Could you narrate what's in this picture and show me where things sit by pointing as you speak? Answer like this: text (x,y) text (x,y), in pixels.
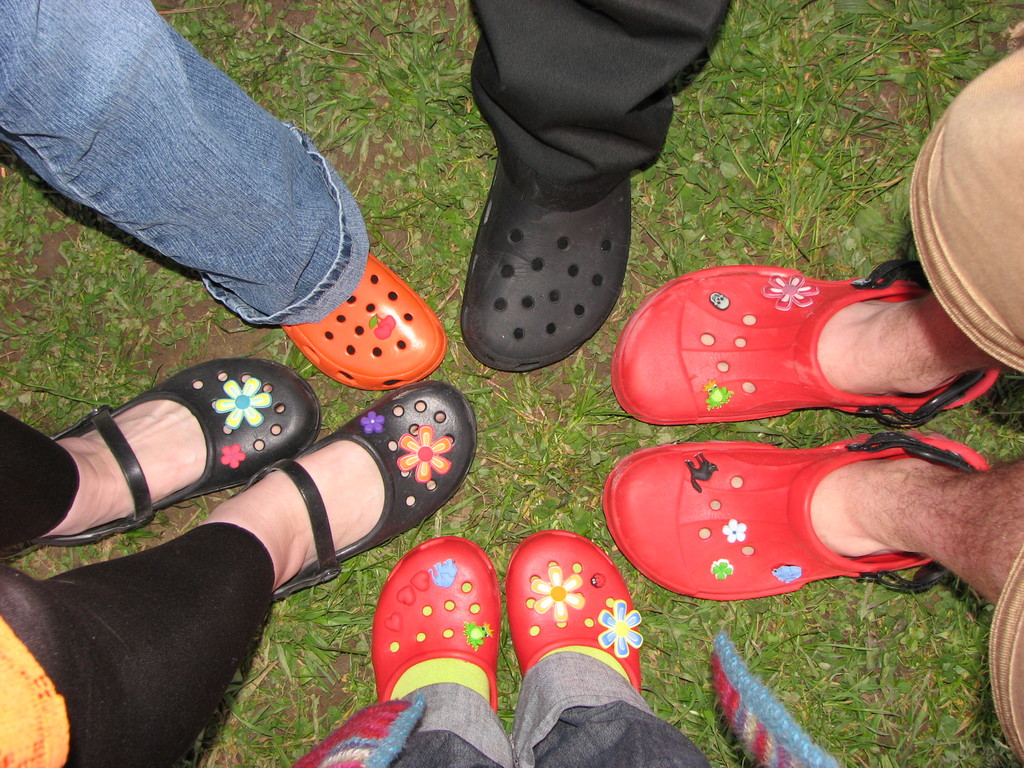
In this image we can see group of persons legs (290,541) who are wearing different colors of shoes (445,481) and we can see some grass (571,405).
